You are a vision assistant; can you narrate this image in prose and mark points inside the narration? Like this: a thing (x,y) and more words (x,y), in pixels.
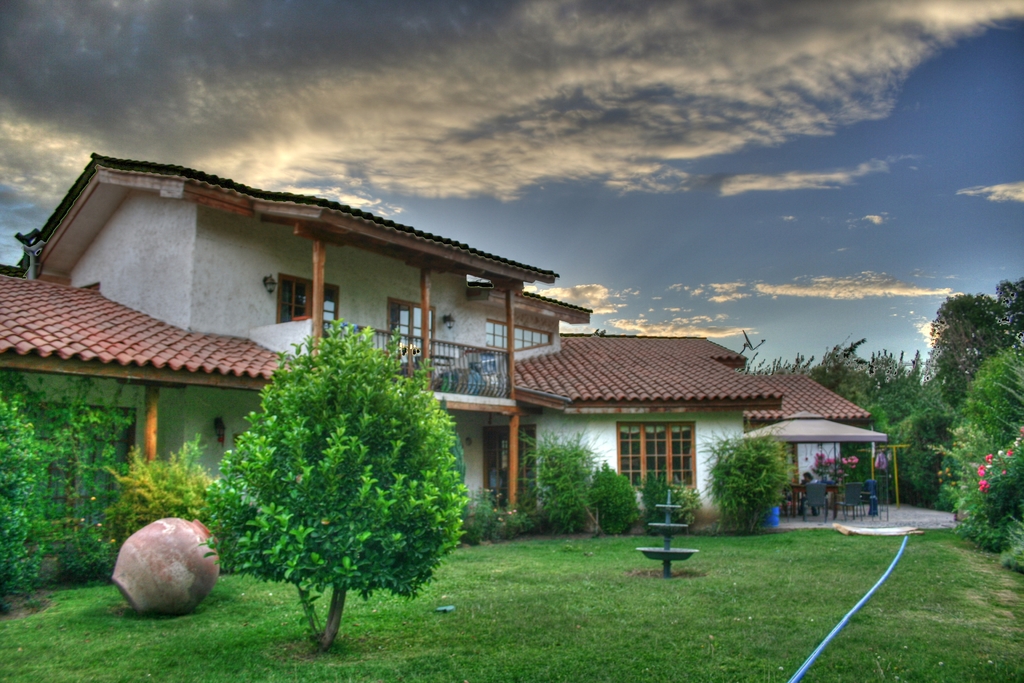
In this image we can see buildings (621,376), grills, electric lights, bushes (209,477), trees (369,526), an empty pot (190,576) on the ground (591,617), fountain (675,553) and persons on the chairs (815,499) under a parasol (830,439). In the background (302,90) there are sky (715,209) with clouds (103,108).
